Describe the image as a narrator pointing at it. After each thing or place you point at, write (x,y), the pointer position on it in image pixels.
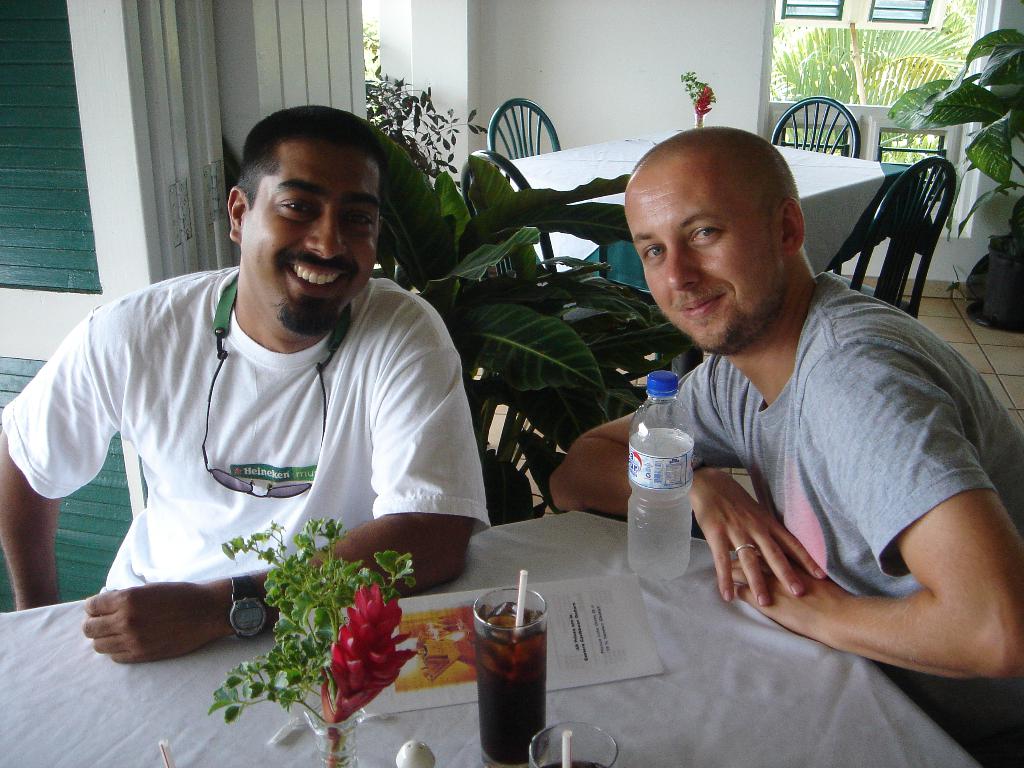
In this image I can see a two persons (769,315) sitting on the chair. On the table (695,600) there is a glass (513,677), straw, small flower vase (331,736) and a water bottle (650,515). On the left side (297,287) the person (297,287) is smiling and wearing a watch (239,610). At the back side (90,122) I can see a door (62,108) and a flower pot (507,356).
